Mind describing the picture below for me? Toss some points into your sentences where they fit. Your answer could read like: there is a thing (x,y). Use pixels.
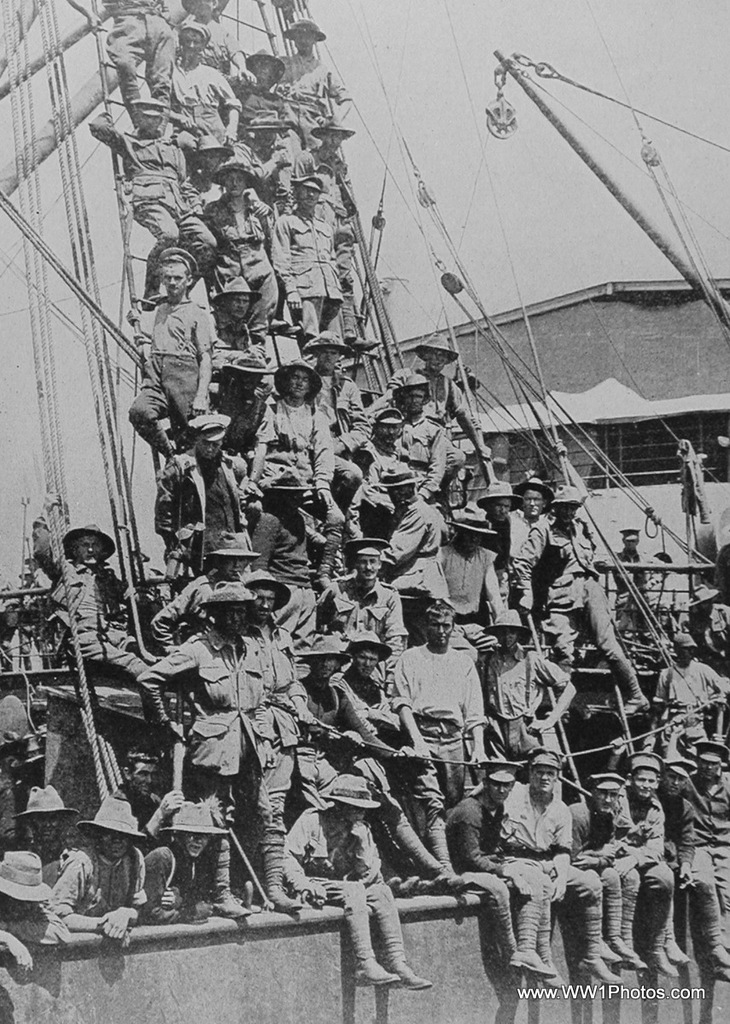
In this image there many people (414,563) on the ship (490,541), there is a building (594,333), few poles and ropes (575,482).
